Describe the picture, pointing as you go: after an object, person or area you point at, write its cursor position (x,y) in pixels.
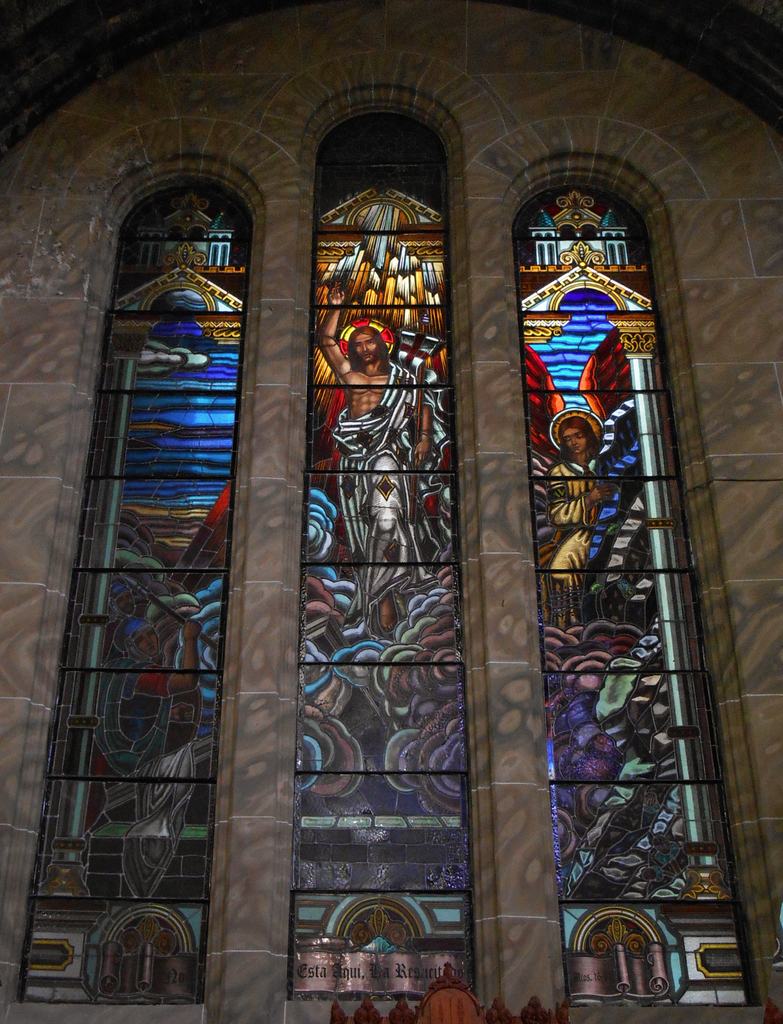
This image consists of a wall (268,912) along with windows (343,620). On which there is a painting (358,759) of a person (396,526). And in the middle (278,557), there are pillars (278,381).
